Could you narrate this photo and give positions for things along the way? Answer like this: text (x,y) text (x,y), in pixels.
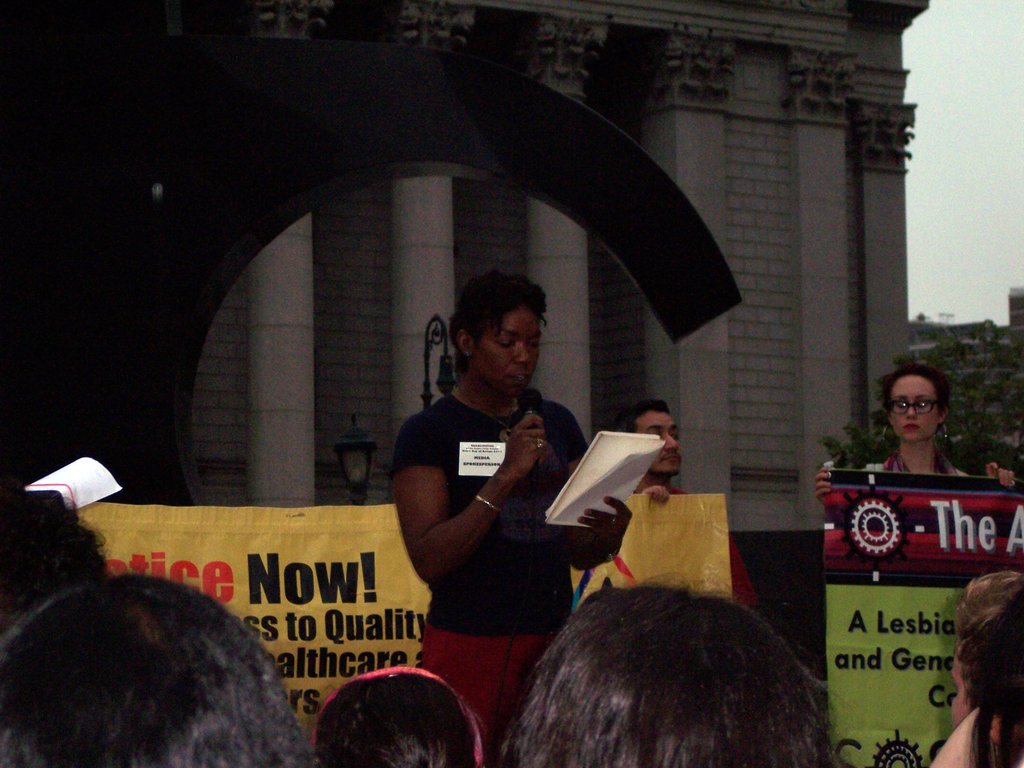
In this picture we can see a group of people (125,675) where two are holding banners (910,477) with their hands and a woman (422,528) holding a mic (535,395), book (628,445) with her hands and at the back of her we can see a building (299,258) with pillars (571,340), trees (986,383) and in the background (945,173) we can see the sky (936,106).
